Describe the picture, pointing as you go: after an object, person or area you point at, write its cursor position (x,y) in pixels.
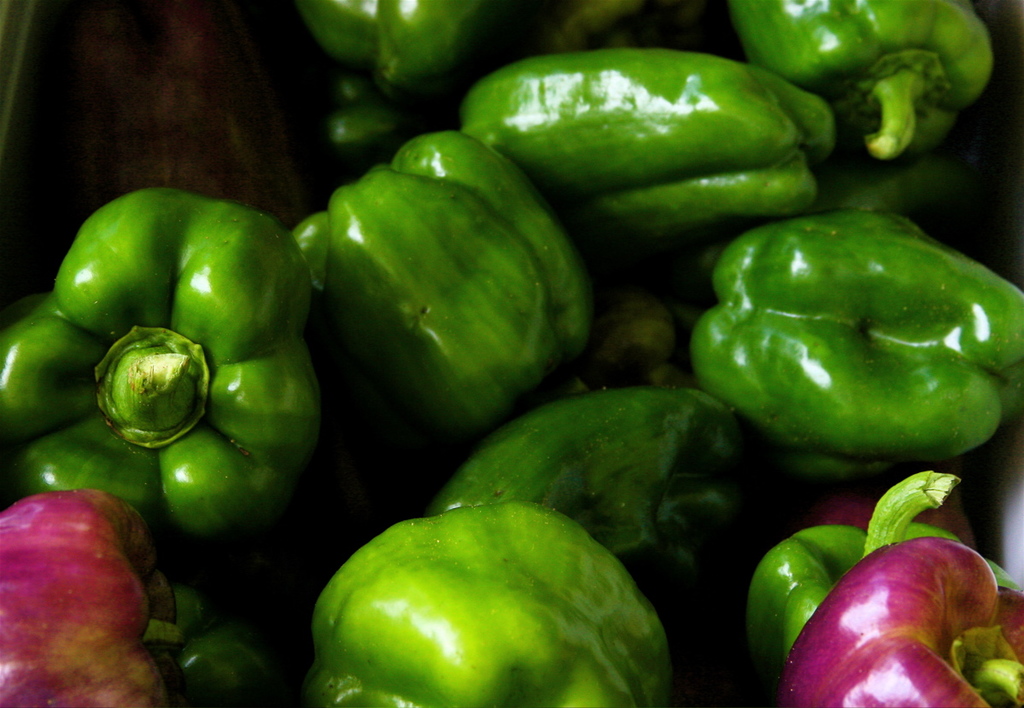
In the center of the image (534,238) there are vegetables (561,189).
